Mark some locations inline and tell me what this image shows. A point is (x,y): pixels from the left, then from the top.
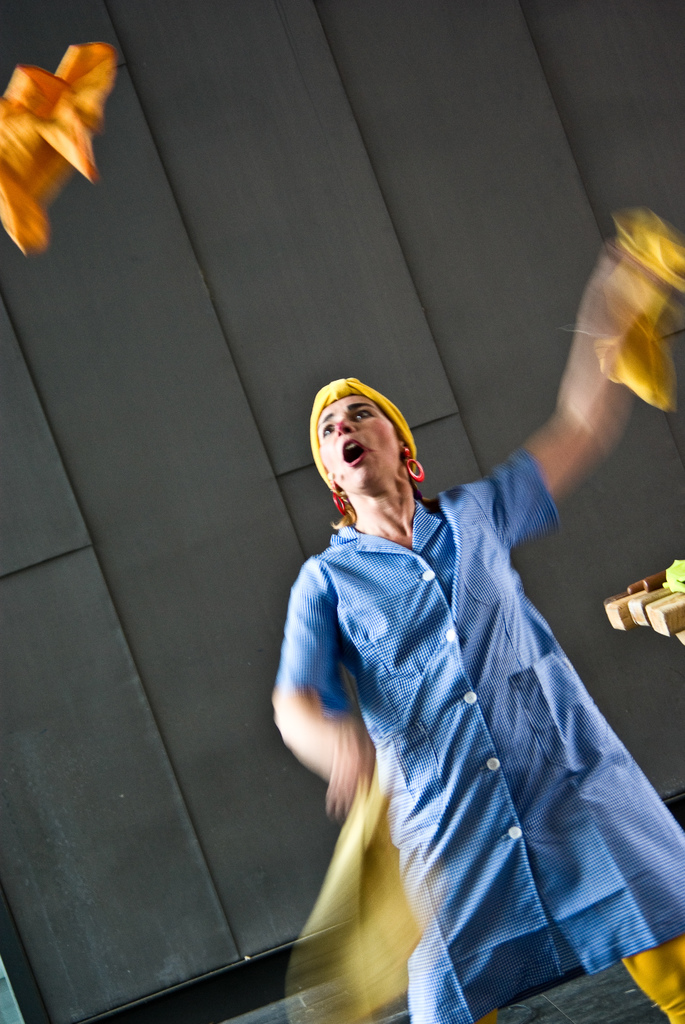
In the center of the image (328,403) there is a lady (371,438). In the background of the image (281,448) there is grey color wall (199,260).
